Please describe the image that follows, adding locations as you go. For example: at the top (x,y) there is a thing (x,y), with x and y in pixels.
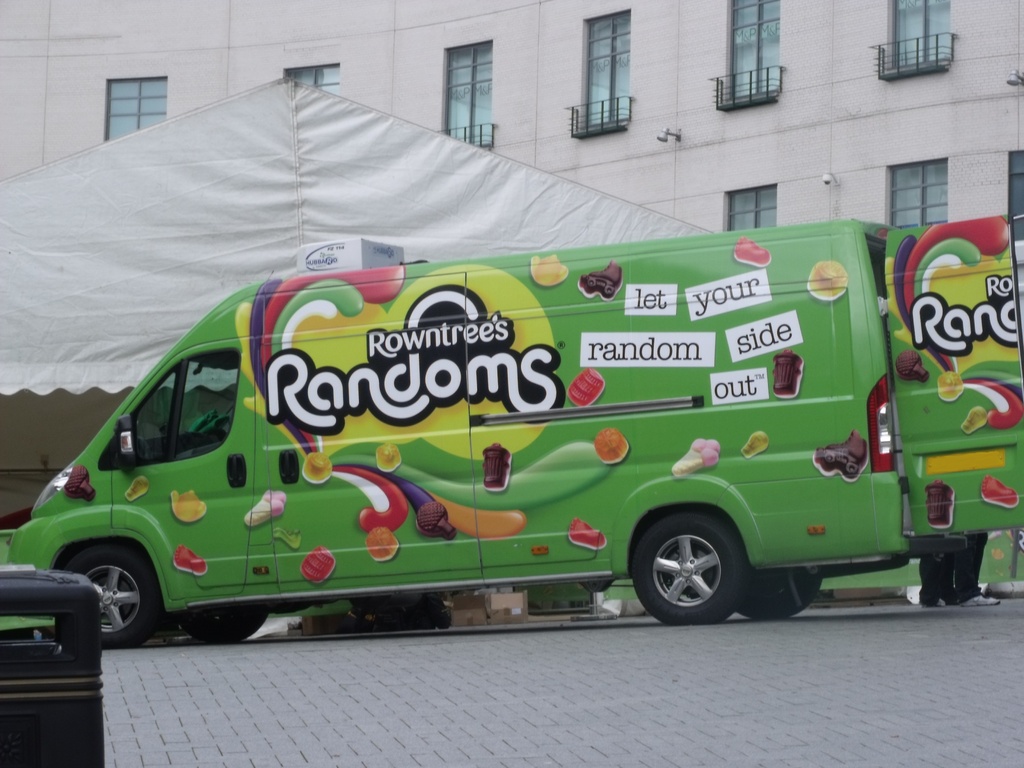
In this image, we can see a truck (400,491) on the path (753,732). In the bottom left corner (49,660), there is a dustbin (56,684). In the background (326,209), we can see the tent (217,268), carton boxes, building (817,143), wall (712,156), glass objects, railings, lights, some objects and legs (949,579) of a people (945,585).
